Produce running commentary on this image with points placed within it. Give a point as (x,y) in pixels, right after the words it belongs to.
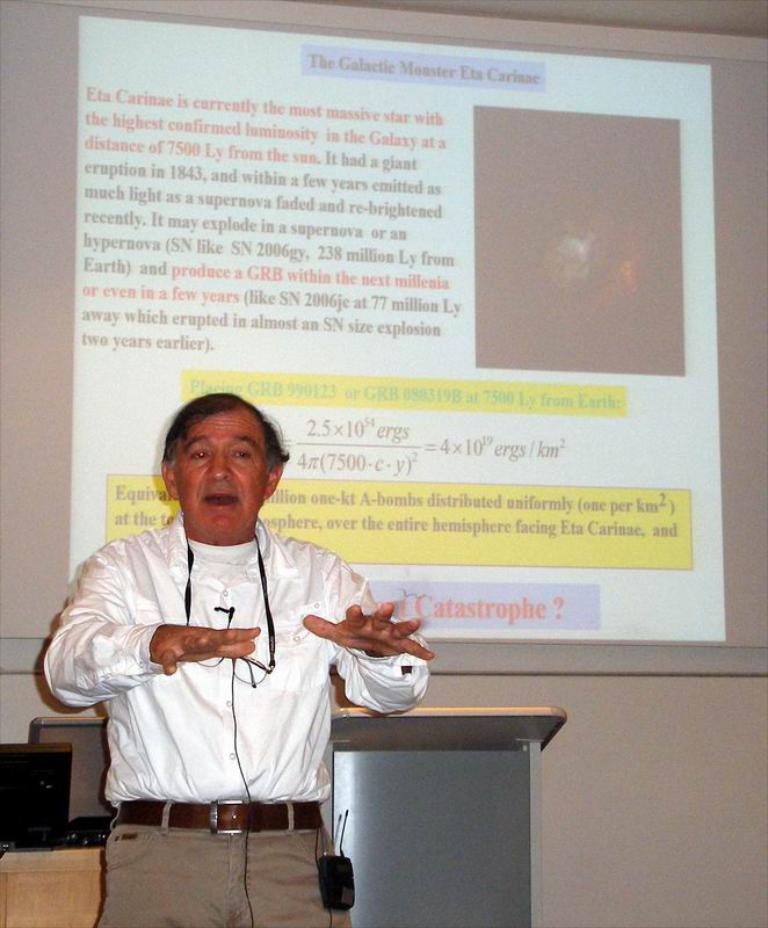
In this picture there is a man (268,843) who is standing on the left side of the image (238,429) and there is a projector screen (429,238) in the background area of the image (426,275), there is a desk (95,910) behind the man (197,844).
